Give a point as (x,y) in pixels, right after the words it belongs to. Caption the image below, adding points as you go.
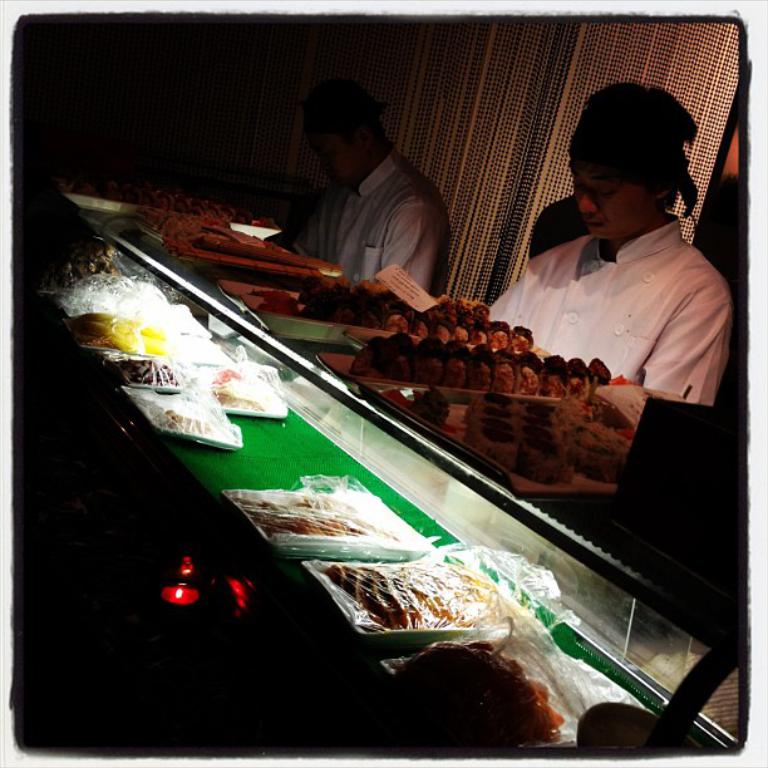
In this image I can see two persons (675,296), the person (634,278) at right (608,305) is wearing white color shirt (632,296). In front (275,532) I can see few food items (266,522) on the glass surface (202,316).
